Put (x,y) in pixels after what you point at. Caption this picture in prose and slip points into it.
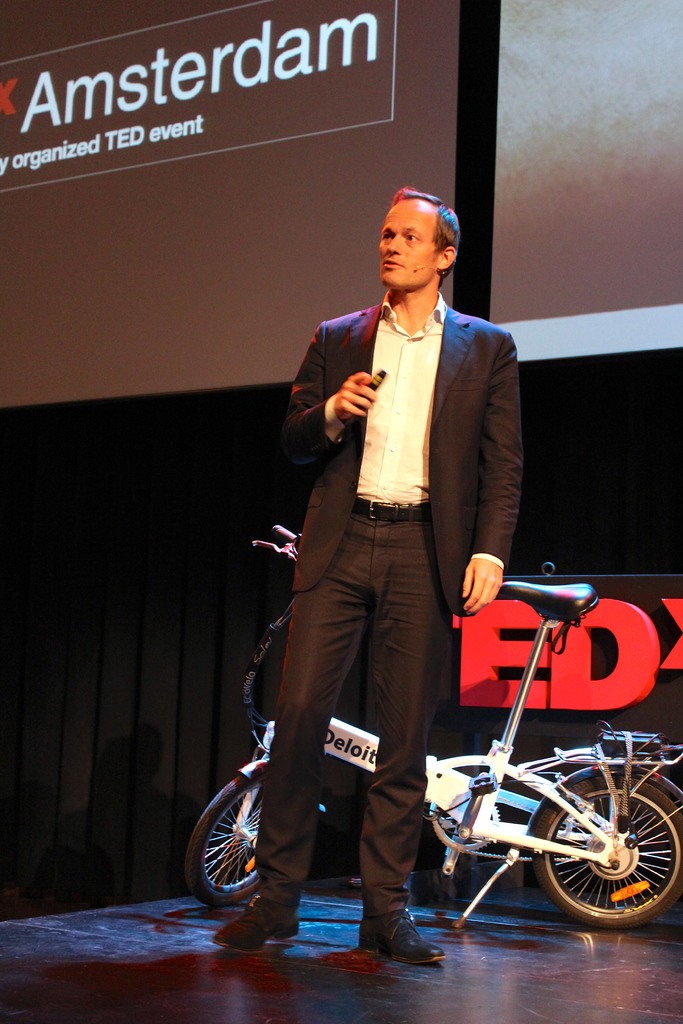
In this image there is a person (382,645) standing and talking, he is holding an object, there is a bicycle (251,673) on the floor (74,970), at the background of the image (192,193) there are screens (368,141) truncated, there is text (321,62) on the screen (268,134).
